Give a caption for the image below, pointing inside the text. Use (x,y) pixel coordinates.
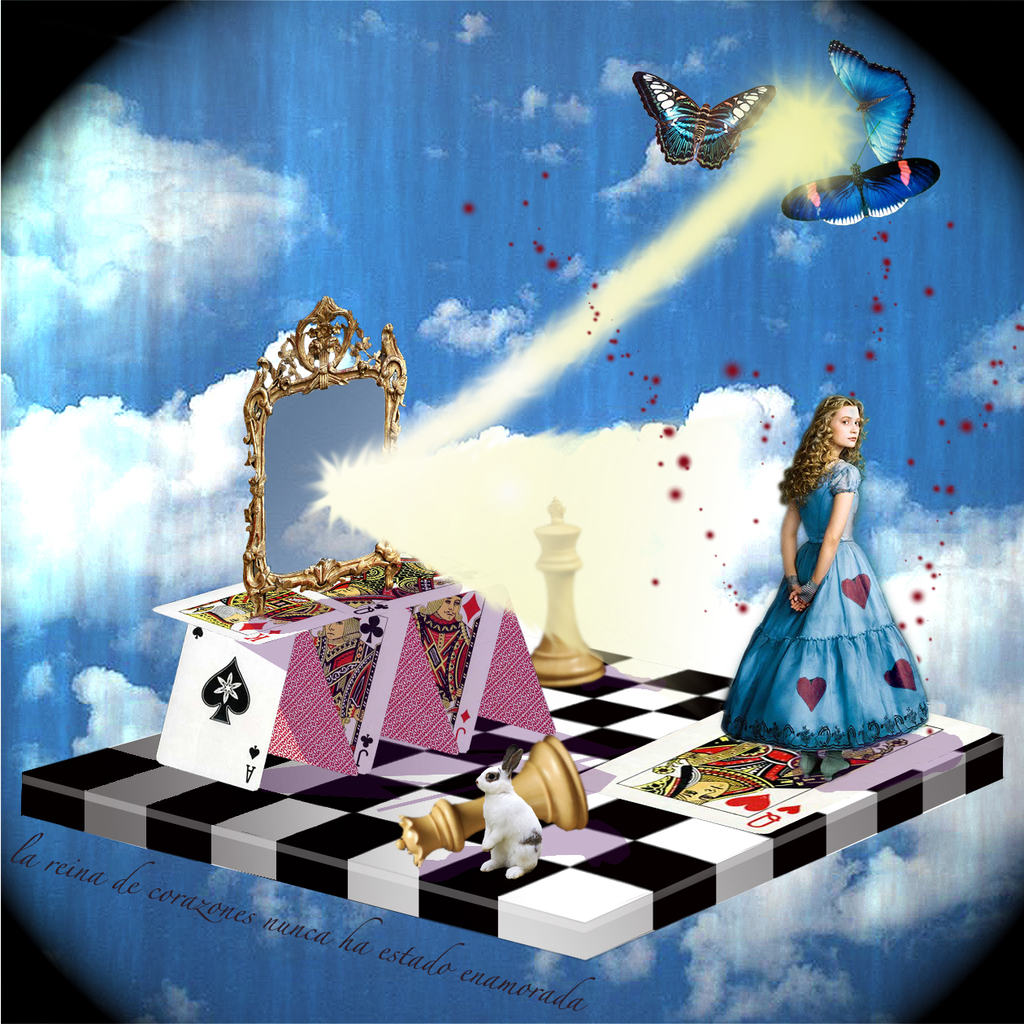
This is a cartoon image. On the right side of the image (810,568) we can see butterflies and a girl (792,573). On the left side of the image (263,691) we can see chess coins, cards (331,674) and a mirror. In the background (180,220) there are sky (549,308) and clouds (626,451).
